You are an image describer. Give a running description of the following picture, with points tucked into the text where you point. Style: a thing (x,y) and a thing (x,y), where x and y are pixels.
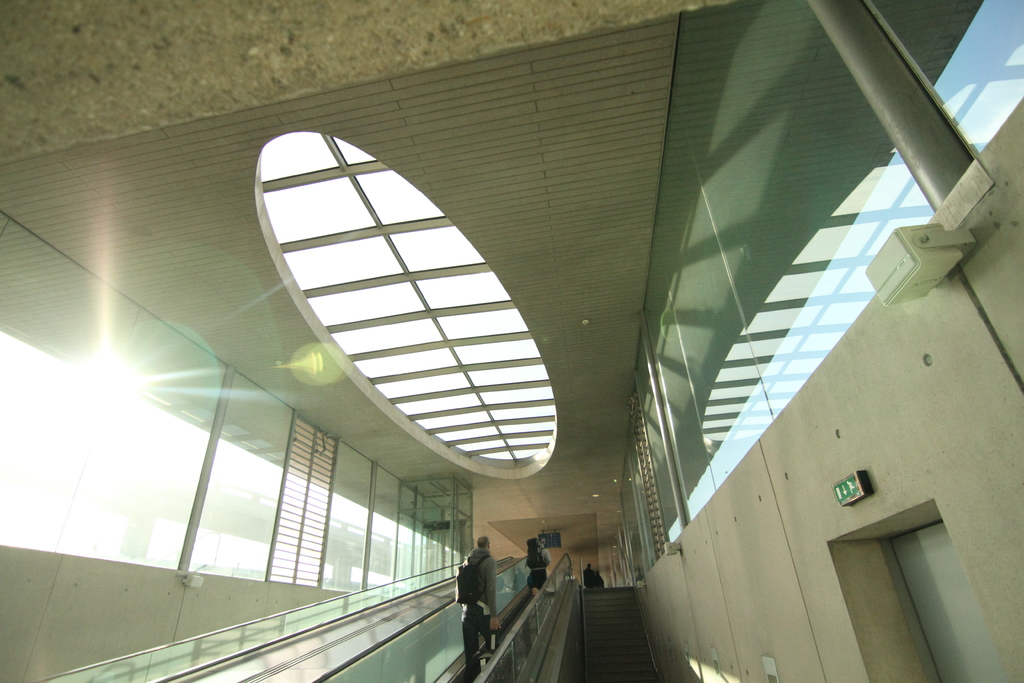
In this picture we can observe two members (492,604) on the escalator (516,616). We can observe glass windows (180,498). On the left side (120,404) there is a sun (118,396).
